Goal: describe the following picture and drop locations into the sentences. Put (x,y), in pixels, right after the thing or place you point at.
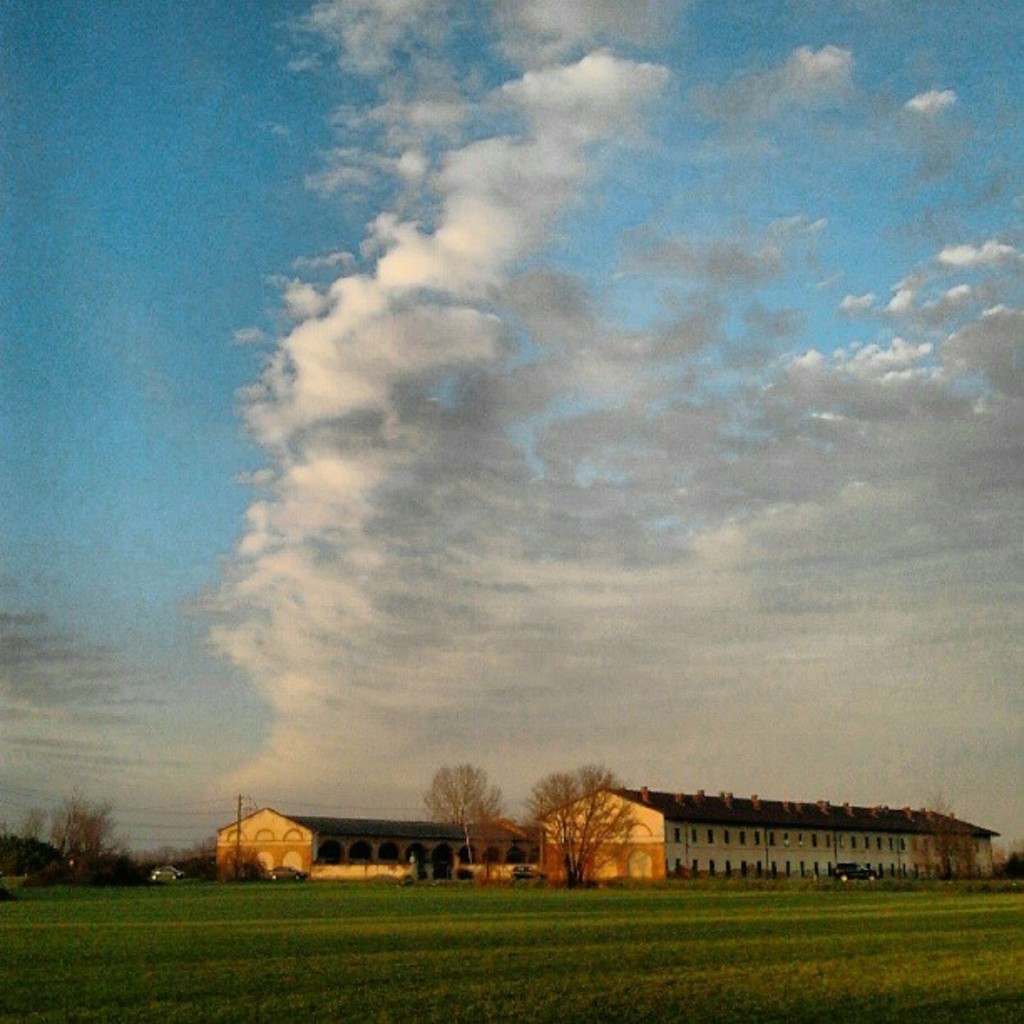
In this image I can see few buildings (723,848), windows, trees (594,807), vehicles (845,866), current poles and wires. The sky (243,457) is in white and blue color.
